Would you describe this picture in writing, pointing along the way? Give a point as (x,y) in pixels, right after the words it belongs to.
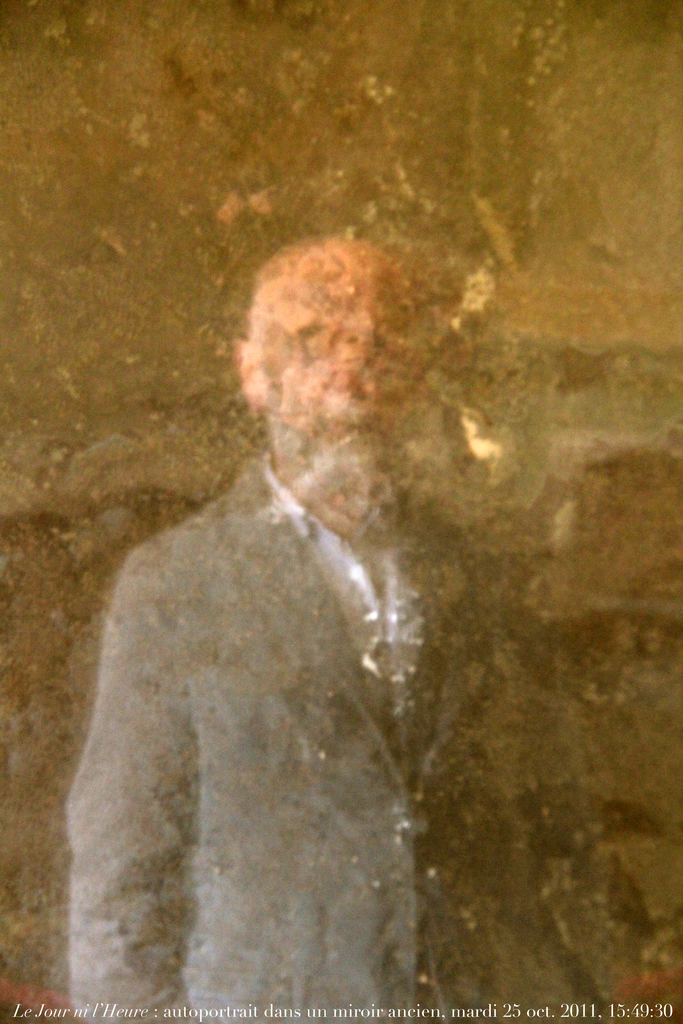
This image is a picture. In this picture we can see a man (212,799) standing. He is wearing a suit (333,649).
